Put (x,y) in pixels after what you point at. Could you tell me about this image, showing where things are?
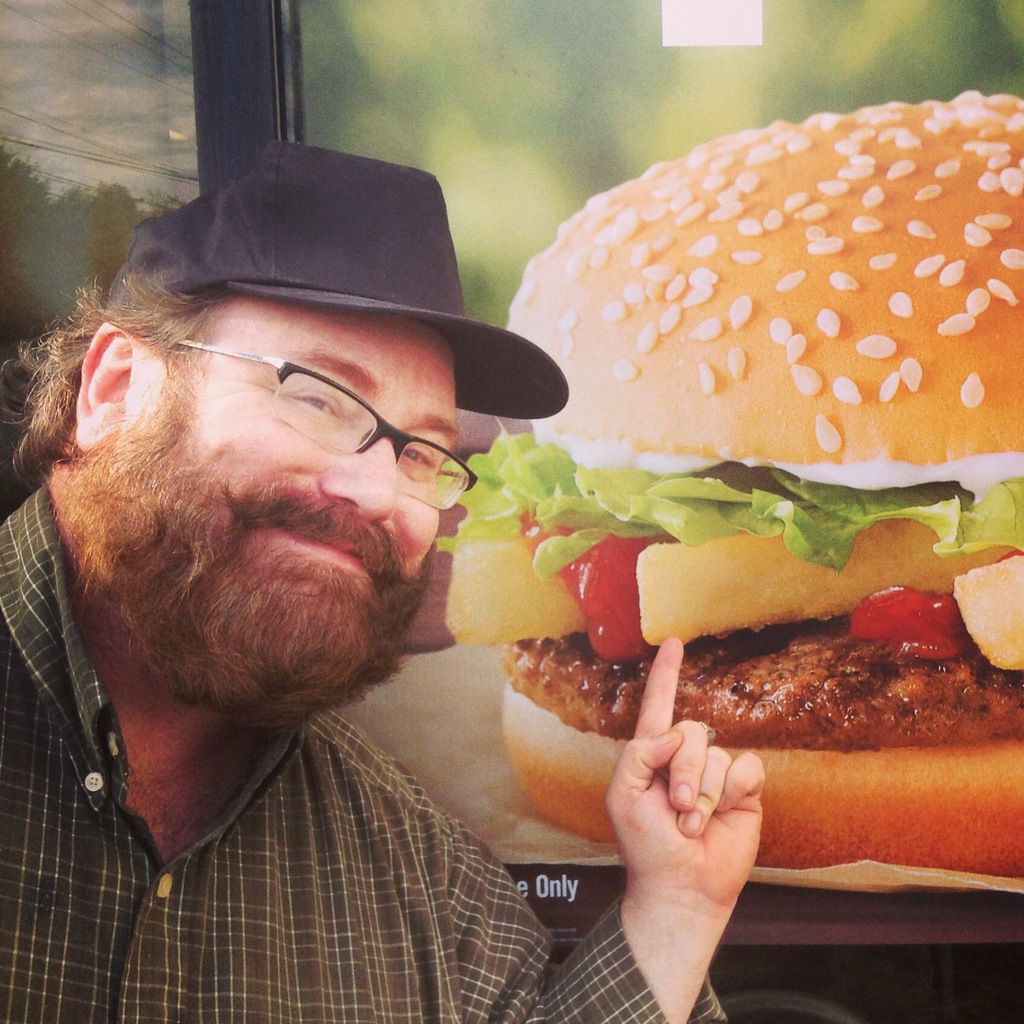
In the image I can see a man (351,651) is pointing the finger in upward direction. The man (297,621) is wearing a cap (379,288), spectacles (437,485) and a shirt (70,825). In the background (927,410) I can see photo (756,348) of a burger (948,495).
